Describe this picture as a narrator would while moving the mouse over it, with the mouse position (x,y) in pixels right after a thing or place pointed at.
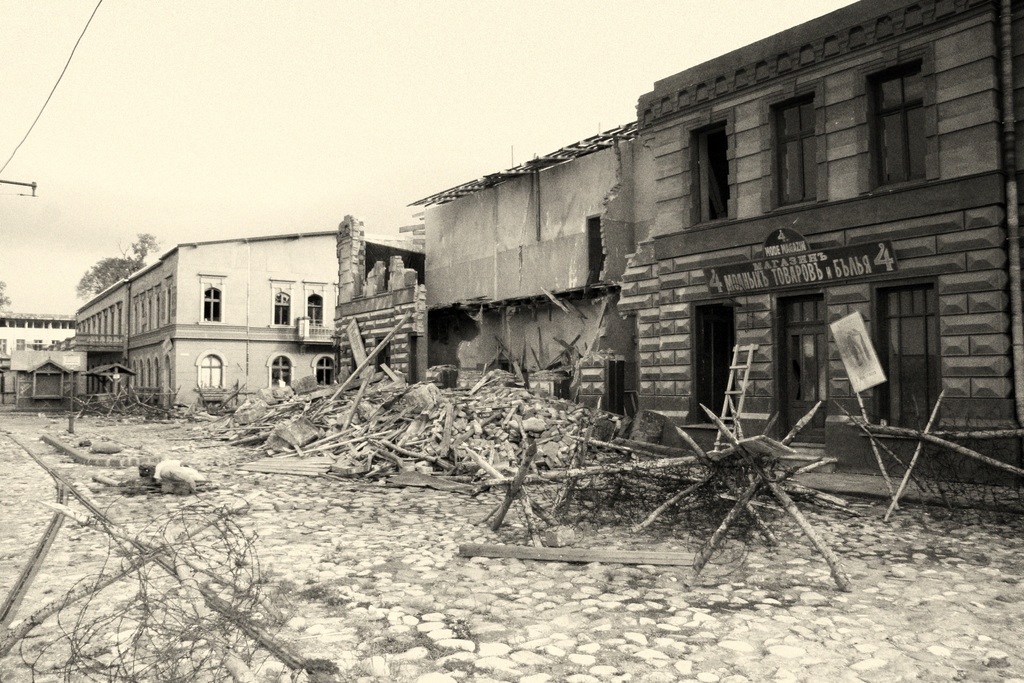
In this picture there is a damage house (709,336) and in the front (527,481) there are some wooden rafters (359,432) on the dry ground (394,609). Behind there is a white color shade house (159,368).
